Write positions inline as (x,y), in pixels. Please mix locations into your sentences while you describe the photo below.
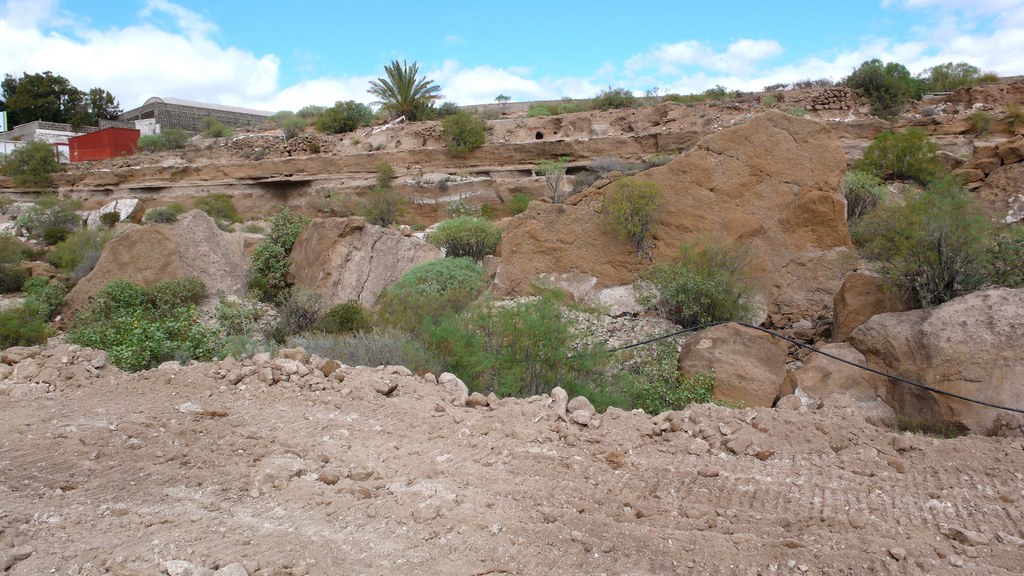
In this image, in the middle (489,252) there are stones (486,273), plants (491,346), grass (537,311), trees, houses (119,138), land (456,457), sky (230,50) and clouds (225,55).
